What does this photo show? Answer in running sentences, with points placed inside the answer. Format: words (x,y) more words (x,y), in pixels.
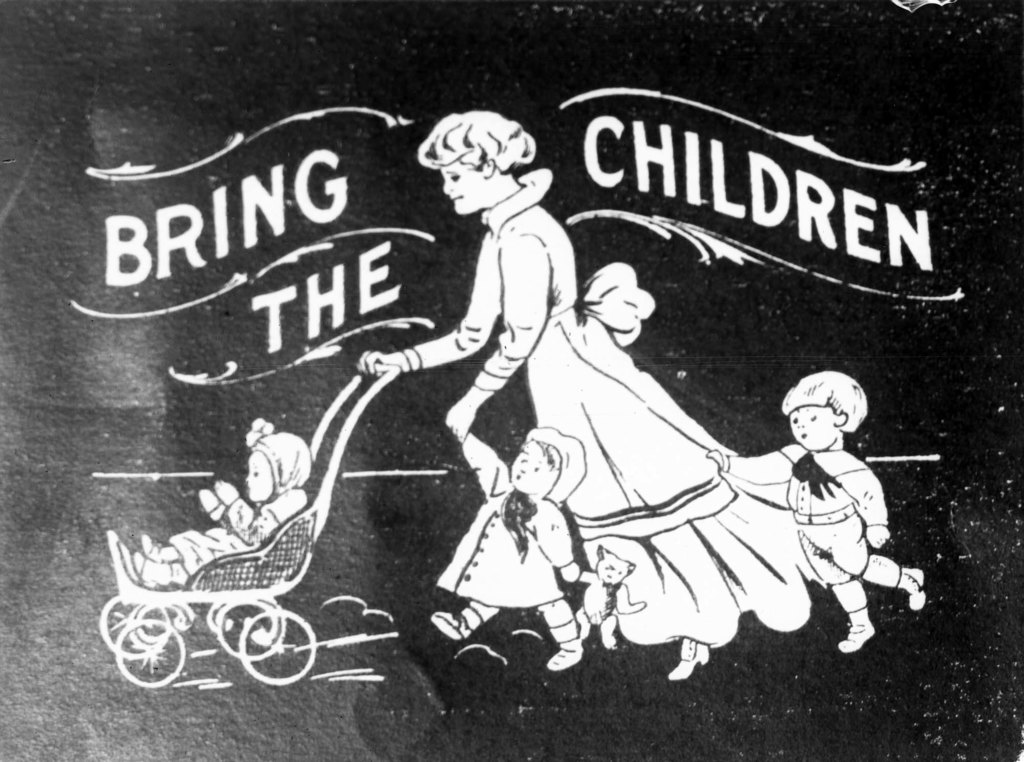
In the image we can see a painting (574,591) of a woman (574,511) and children (527,584), they are wearing clothes (630,542). This is a baby cart (272,587) and a text (224,246).
